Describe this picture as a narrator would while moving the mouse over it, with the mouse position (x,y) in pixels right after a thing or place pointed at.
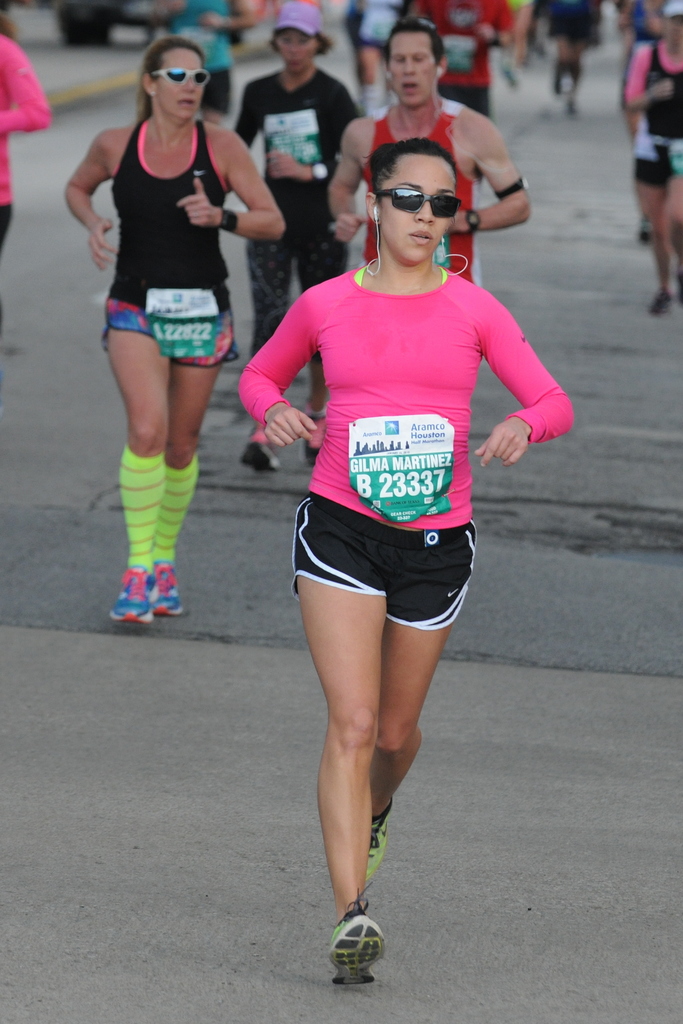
In this image I can see few people (434,147) are running on the road (106,873).
